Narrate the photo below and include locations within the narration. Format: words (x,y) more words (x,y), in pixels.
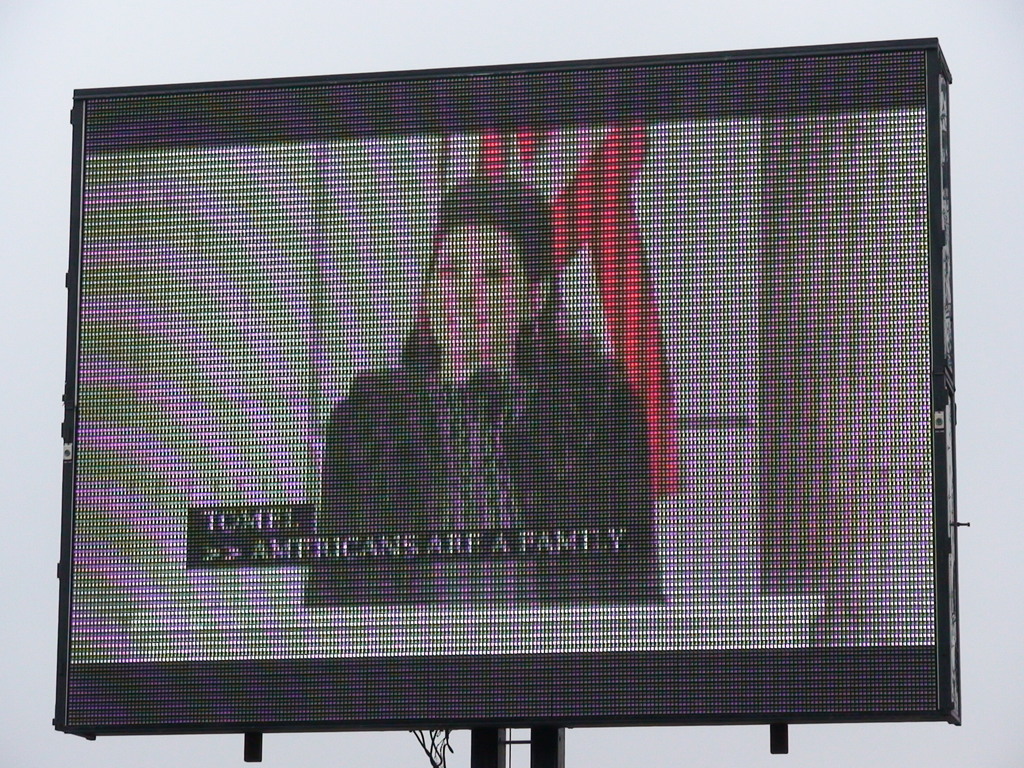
This picture shows a screen (264,673) and we see a woman (354,462) speaking at a podium (643,604) with the help of a microphone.
